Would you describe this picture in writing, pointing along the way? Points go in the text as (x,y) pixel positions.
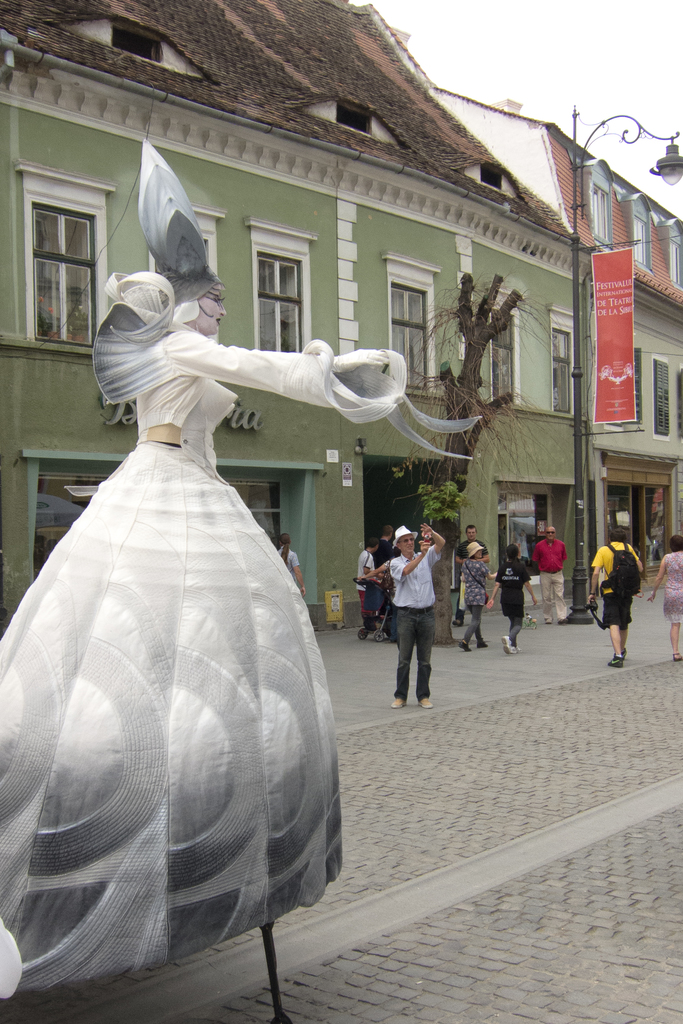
In this image, we can see a clown (126,673) and in the background (677,584), there are people (469,555) and some are wearing caps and we can see buildings (458,220) and a pole (579,430) with light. At the bottom (422,888), there is a road (412,886).
